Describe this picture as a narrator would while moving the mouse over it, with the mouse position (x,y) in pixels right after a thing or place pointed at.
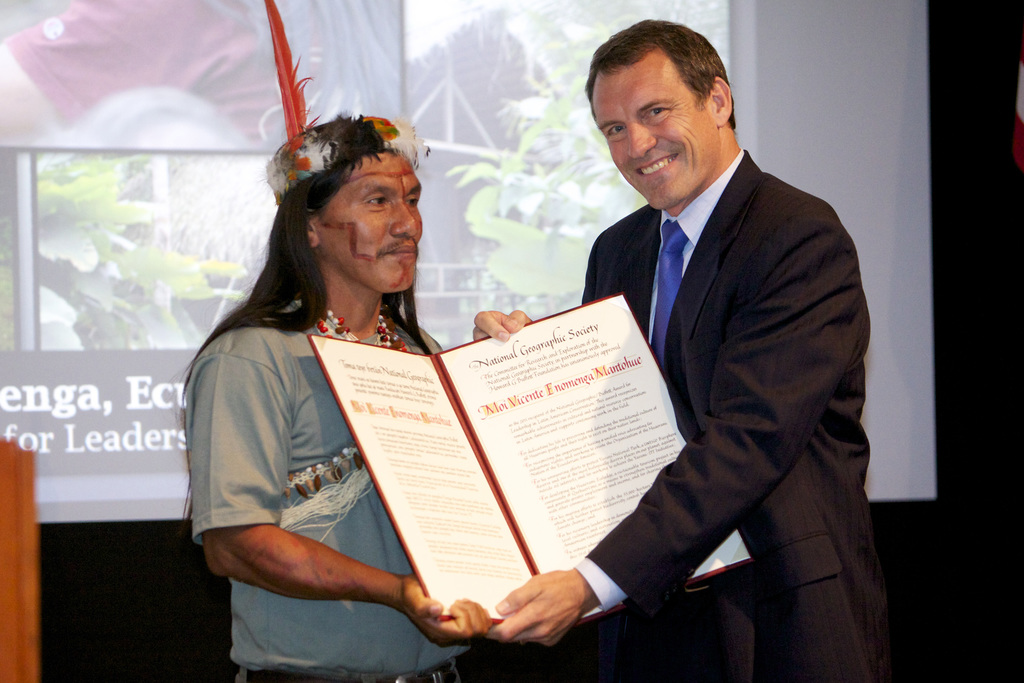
This image consists of two persons (299,292). They are holding a card (535,563). One of them is wearing a blazer (711,472). There is a screen (492,247) behind them.
